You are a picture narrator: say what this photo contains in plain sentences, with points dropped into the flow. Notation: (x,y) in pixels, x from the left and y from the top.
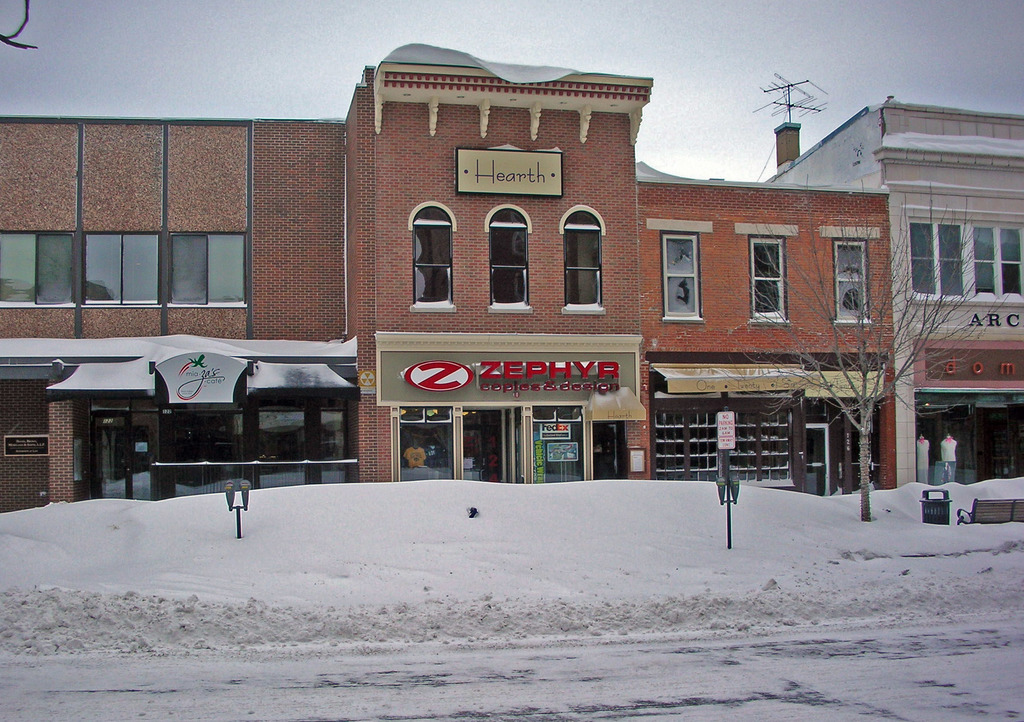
In this image we can see the buildings (665,261). We can also see the tree (858,315) and also snow (749,497) and poles (235,536) and trash bin (929,503) and also the bench (1003,516). At the top (141,36) there is sky (785,34) and at the bottom (500,669) we can see the road (815,688) which is covered with the snow (576,683).
